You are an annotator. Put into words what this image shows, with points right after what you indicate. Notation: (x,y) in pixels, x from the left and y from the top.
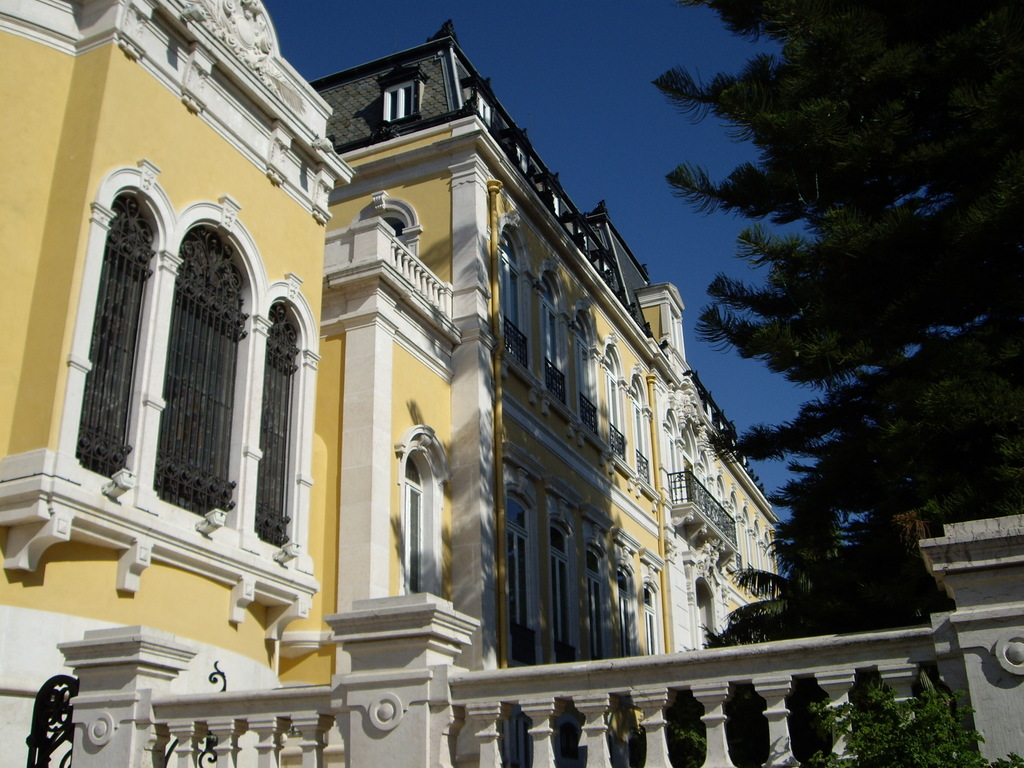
In the foreground of the picture (481,667) it is railing (286,717). On the right (797,527) there are trees (949,130). On the left (78,515) and towards center (488,500) there are buildings (497,298). At the top (594,49) it is sky (638,123).
